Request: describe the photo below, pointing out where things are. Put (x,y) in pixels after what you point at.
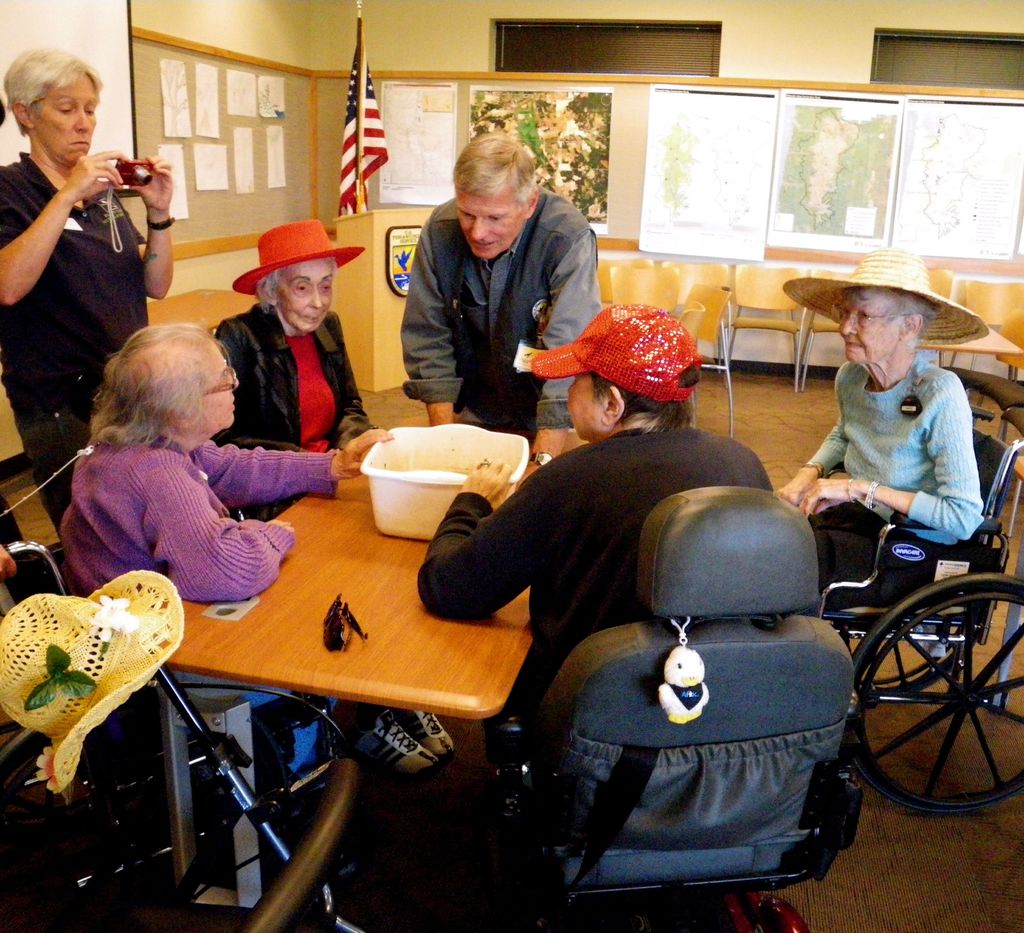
In this picture we can see a woman (64,153) is standing and taking a picture, and here are group of people (829,480) sitting and discussing, and here is the container (382,517) on the table (361,568) and glasses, and here is the hat (130,662) and here is the woman (865,421) sitting on the wheelchair (985,457), here is the pictures (677,160) on the wall (621,162), and there is the flag (355,192).
